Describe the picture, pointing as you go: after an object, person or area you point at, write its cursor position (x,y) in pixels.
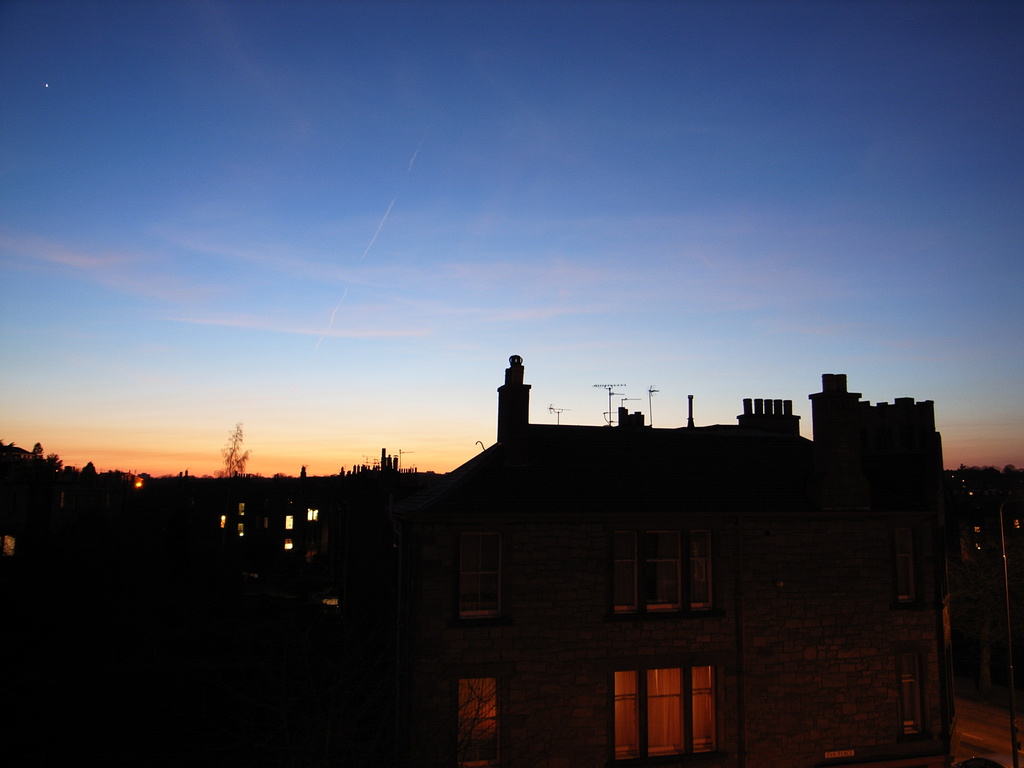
In this image, I can see the buildings (428,568) and trees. In the background (352,388), there is the sky (506,244).
